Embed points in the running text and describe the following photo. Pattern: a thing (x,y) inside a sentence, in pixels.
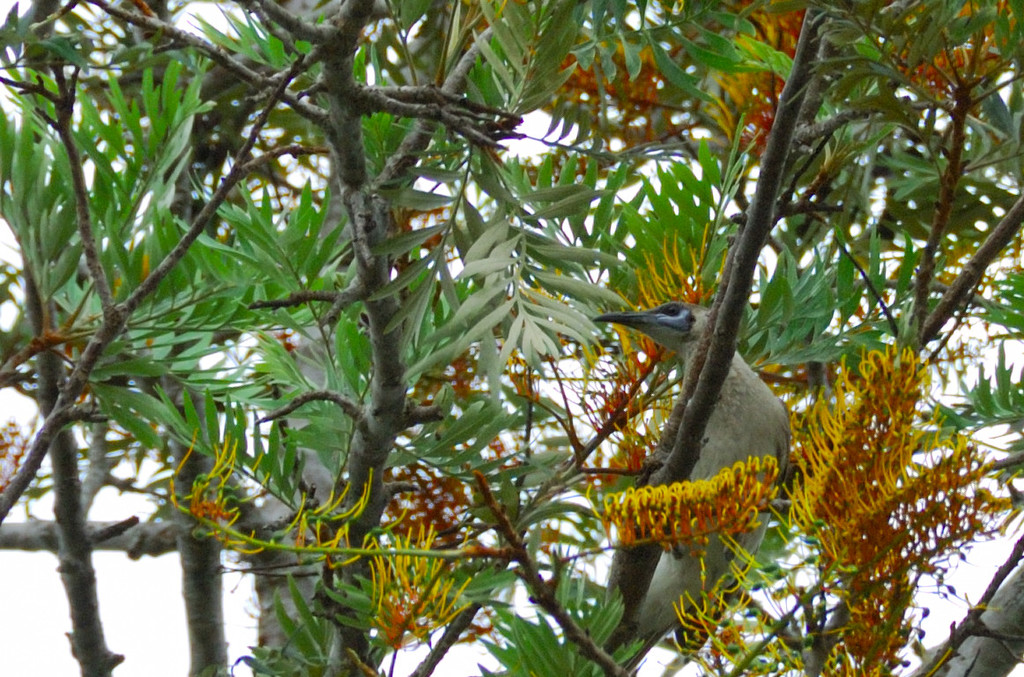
This picture is clicked outside. On the right (760,423) we can see a bird like thing (723,392) seems to be standing on the branch (635,579) of a tree (795,99) and we can see the leaves (197,326) and some other objects (931,473). In the background (128,594) we can see the sky (68,631).
